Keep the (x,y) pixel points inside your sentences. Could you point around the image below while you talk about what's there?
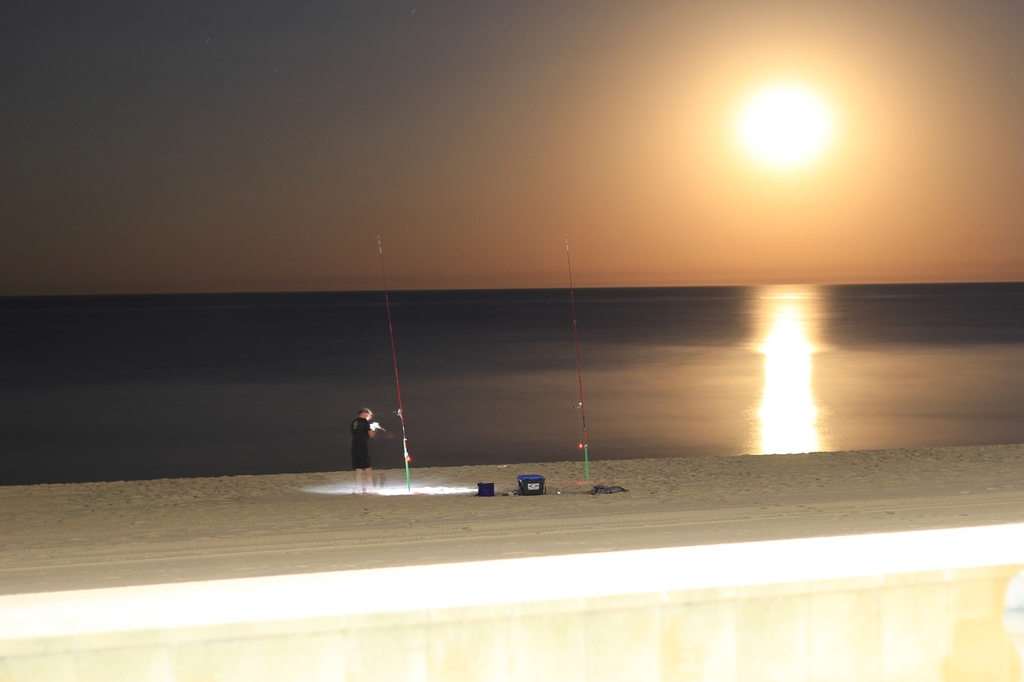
This is an outside view. Here I can see a person (358,471) standing on the beach (374,522). There are two poles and two bags (490,493) are placed on the ground (501,509). In the middle of the image (480,365) I can see the water (304,341). At the top of the image (389,139) I can see the sky (460,111) along with the sun (765,132).
